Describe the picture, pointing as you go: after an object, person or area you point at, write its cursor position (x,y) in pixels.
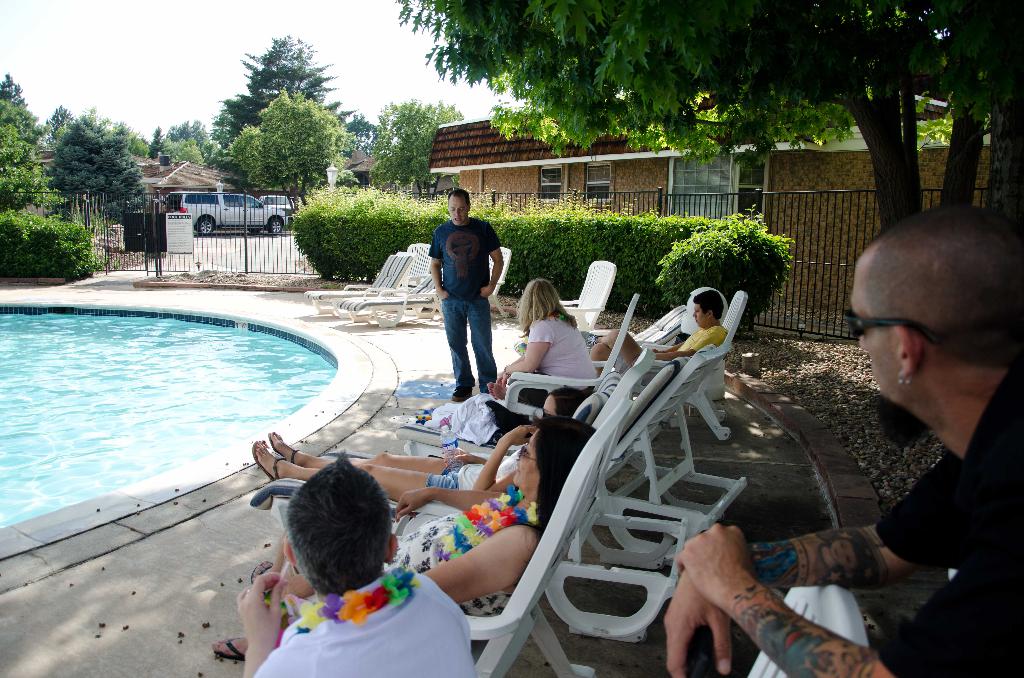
In this image I can see few people (708,310) sitting on chair (599,314) where one man (449,238) is standing. I can also see small swimming pool (180,408) over here. In the background (270,202) I can see a house (453,169), number of vehicles (258,220) and trees (407,148).
